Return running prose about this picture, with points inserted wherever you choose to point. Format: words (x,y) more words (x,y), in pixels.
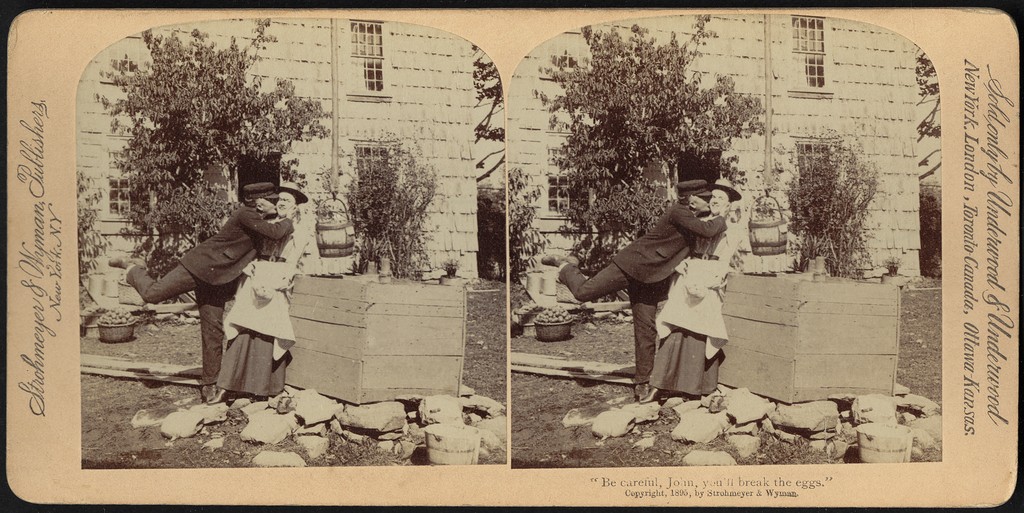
It is a black and white collage picture. In the center of the image (665,285) we can see two persons (254,369) are standing and they are wearing hats (274,189). In the background (308,214) there is a building (426,269), trees (378,196), windows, stones (288,397), baskets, a wooden box (371,361) and a few other objects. On the right side of the image (729,223) we can see the same picture (729,208). And we can see some text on the image. And we can see the light color border (161,475) around the image.
